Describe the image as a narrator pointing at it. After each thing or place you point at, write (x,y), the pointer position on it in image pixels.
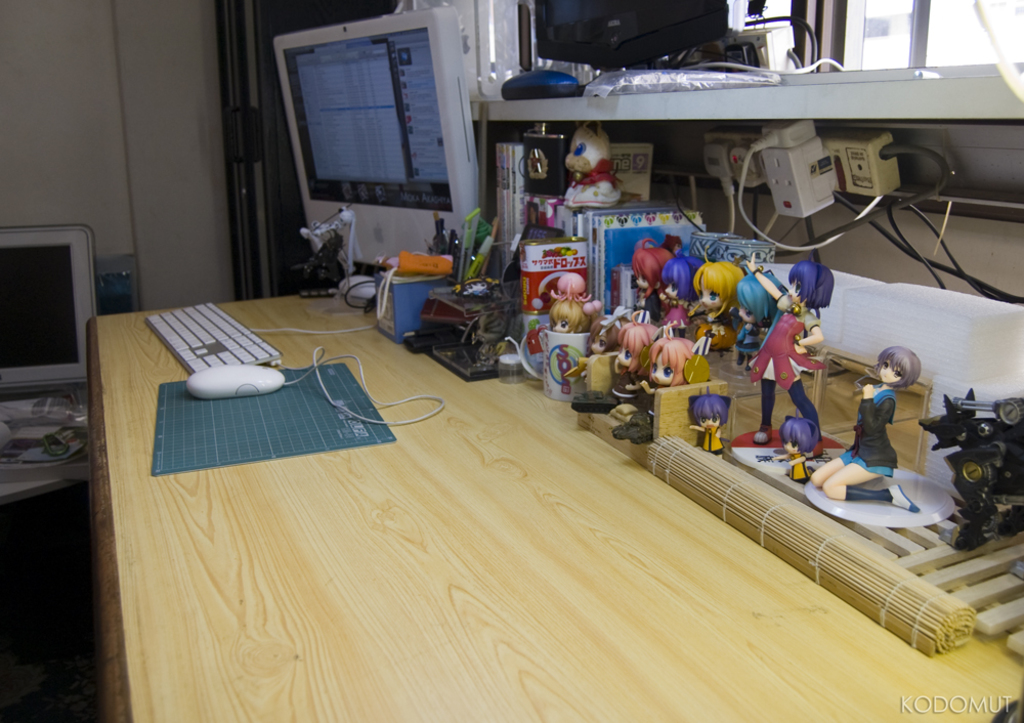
This is a wall (148,177). These are screens (352,190). On the table (463,522) we can see Keyboard (255,350), mouse (271,373), mouse pad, different types of dolls (703,330). These are sockets (793,180). Here we can see a window (900,39).
